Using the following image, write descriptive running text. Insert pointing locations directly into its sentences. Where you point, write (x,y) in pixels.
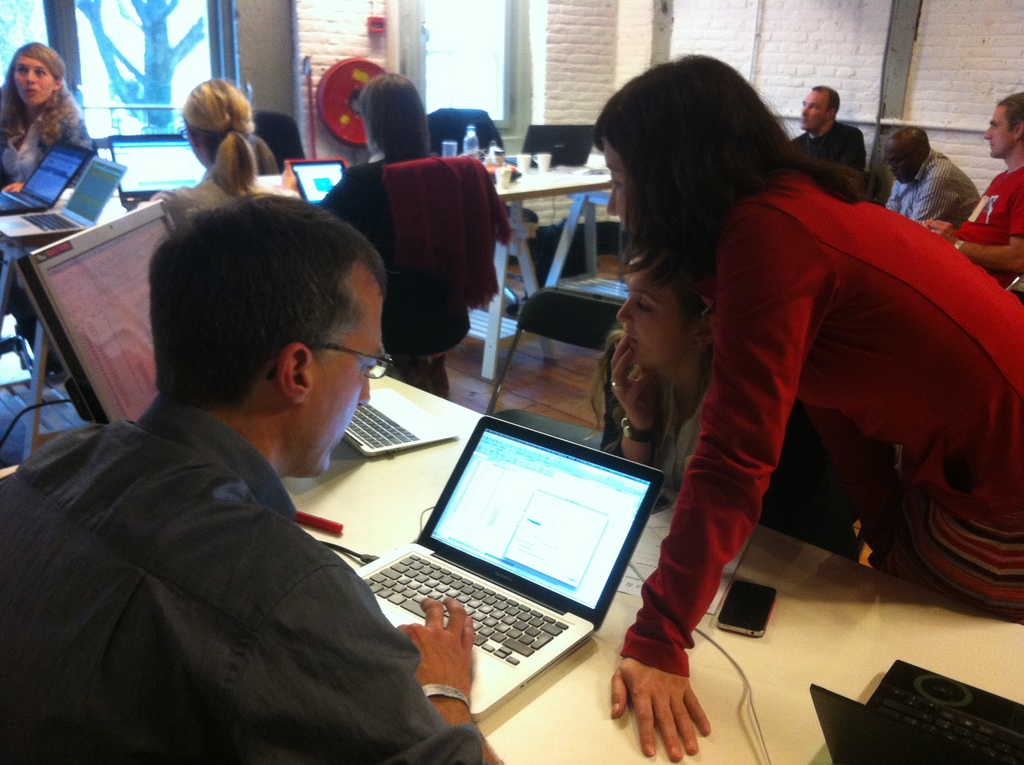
As we can see in the image there is a brick wall (818,45), window (117,18), outside the window (128,35) there is a tree (147,38) and there are few people (139,516) here and there sitting and standing and there are chairs (585,300) and tables (909,651). On tables (443,475) there is a laptop (919,696), mobile phone (735,605), cups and bottles (476,139).
